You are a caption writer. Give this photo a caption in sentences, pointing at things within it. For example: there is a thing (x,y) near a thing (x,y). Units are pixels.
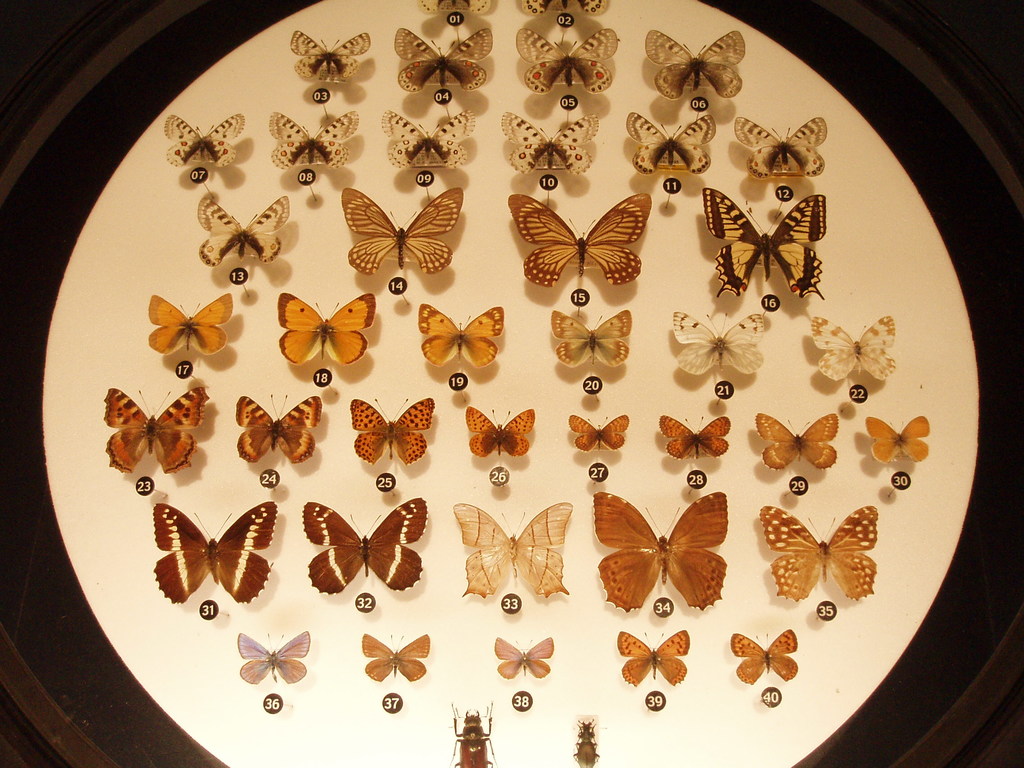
There is a white surface (454,474), on the surface (371,279) there are different butterflies (529,170) and insects (457,720).
